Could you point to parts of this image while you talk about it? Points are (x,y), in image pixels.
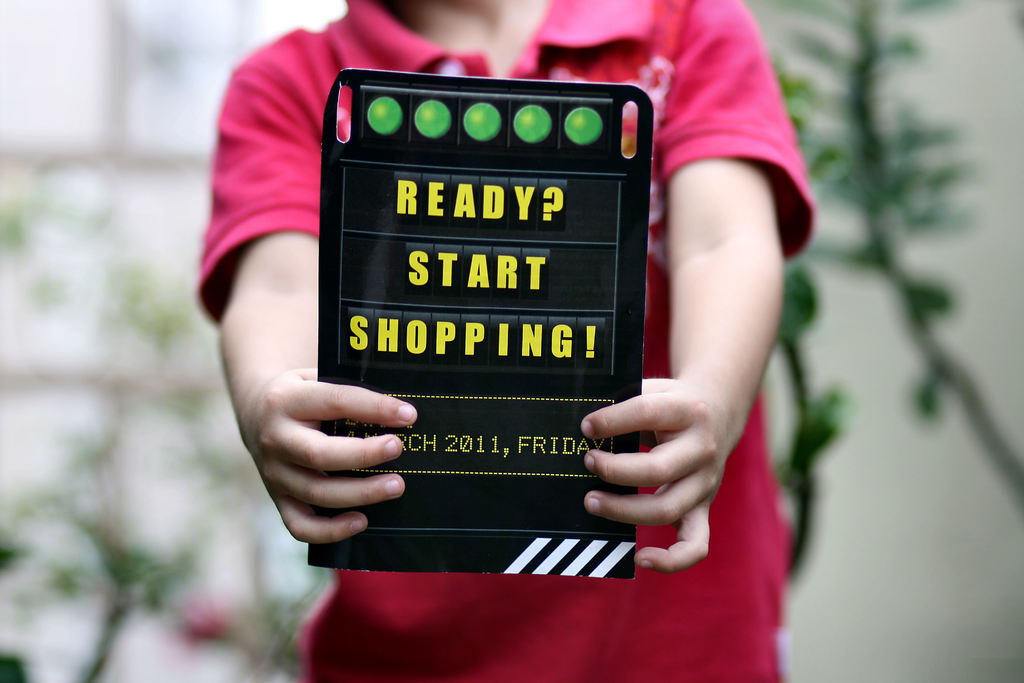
In this image there is a person (641,475) truncated, there is a person (403,638) truncated, there is a person (552,614) wearing T-shirt (587,622), there is a person (448,581) holding an object (472,432), there is text (468,322) on the object (470,317), the background of the image (145,579) is blurred.
